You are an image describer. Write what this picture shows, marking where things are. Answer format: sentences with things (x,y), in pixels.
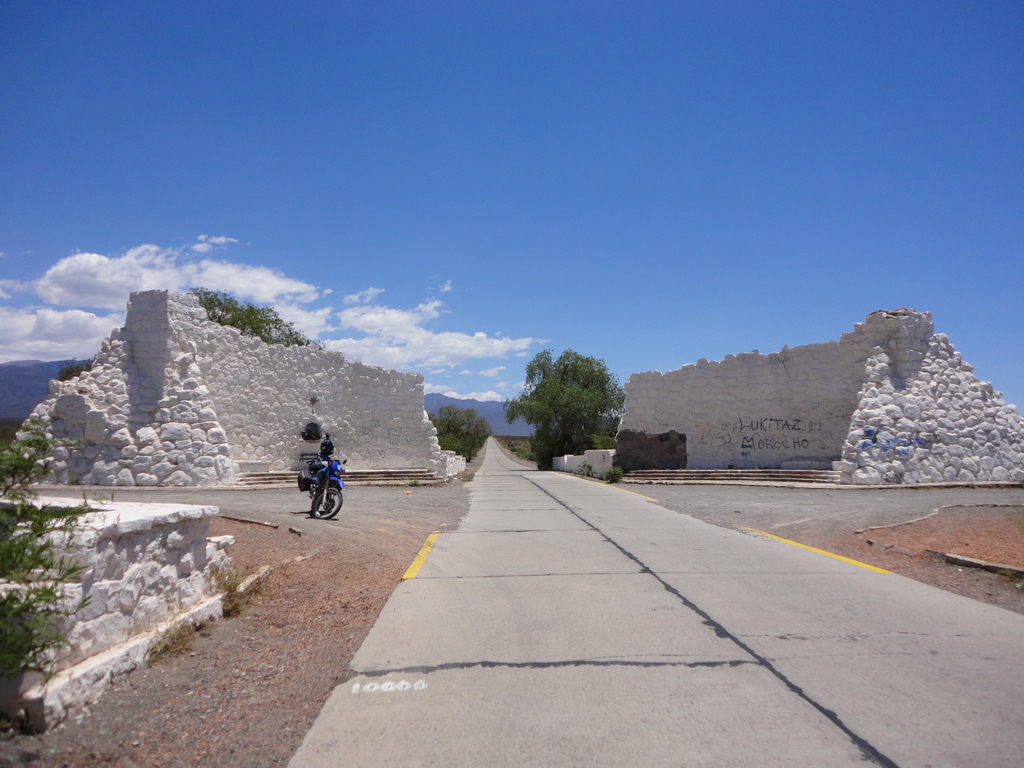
In the picture I can see a blue color motorbike (335,504) parked on the road (345,516) which is on the left side of the image (323,460), I can see the road (599,698), I can see white color wall (645,390) and trees (597,414) on the either side of the image and in the background (540,16), I can see hills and the blue color sky (435,210) with clouds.
